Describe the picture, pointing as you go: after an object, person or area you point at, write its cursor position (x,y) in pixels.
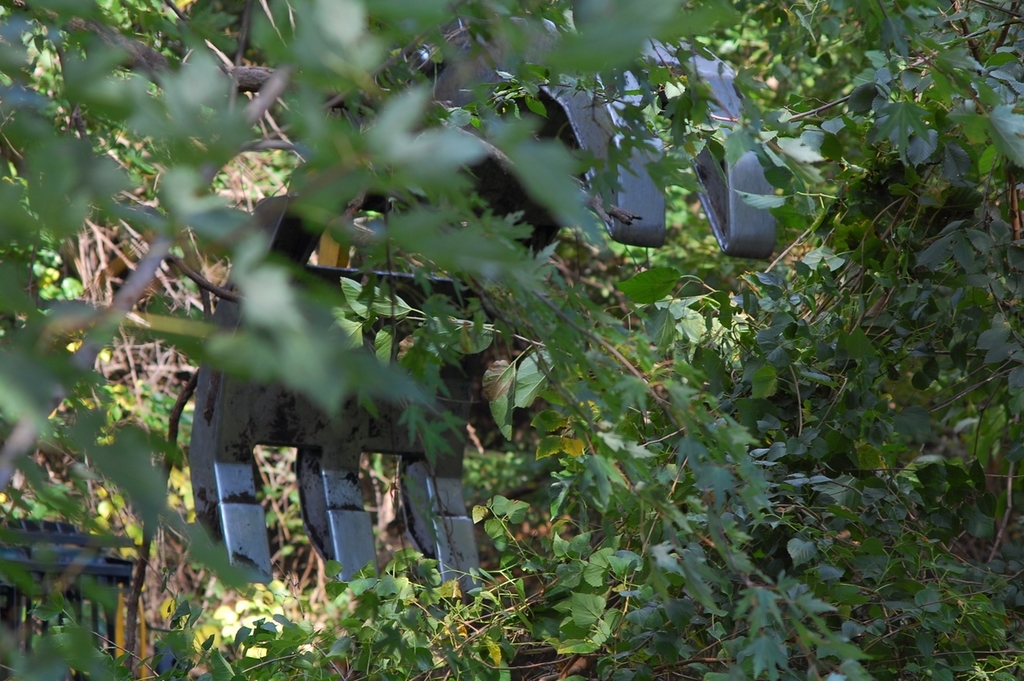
In the picture we can see full of plants (455,589) in it we can see a metal cutter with five blades (219,379).
